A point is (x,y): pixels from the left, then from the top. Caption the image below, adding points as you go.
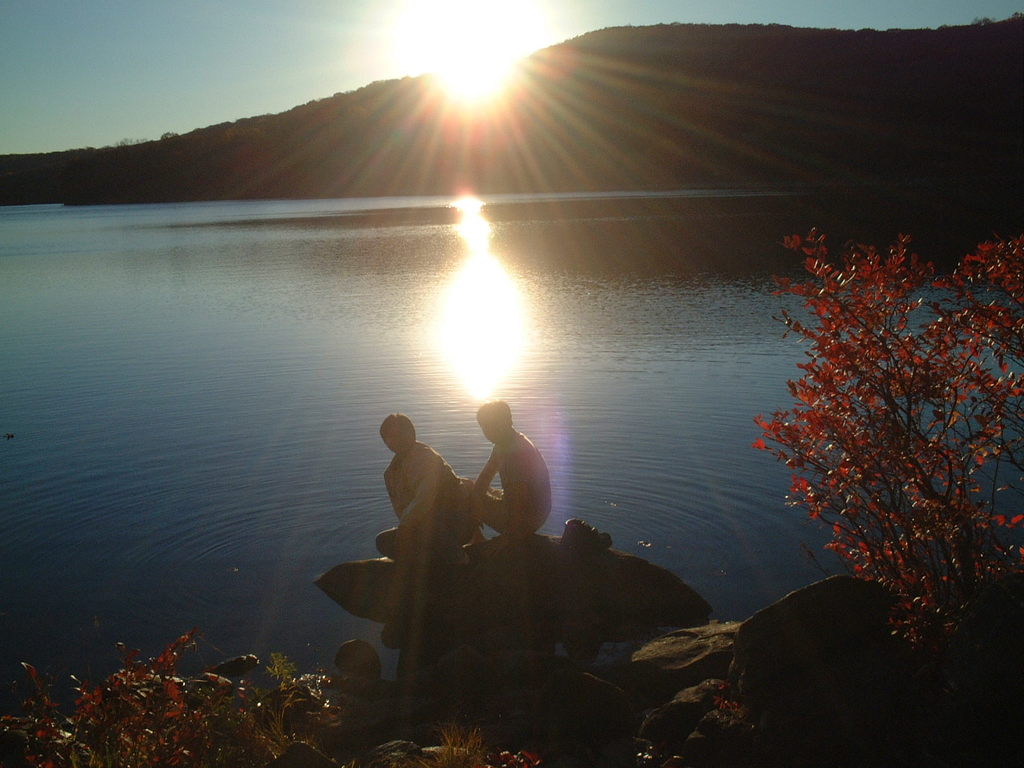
In this image there are two persons (472,539) sitting on a stone (611,578), on the left side (211,767) and right side (962,508) there are plants (866,476), in the background (138,344) there is a river (705,194) mountain (377,187) and rising sun (431,73) in the sky (305,74).
